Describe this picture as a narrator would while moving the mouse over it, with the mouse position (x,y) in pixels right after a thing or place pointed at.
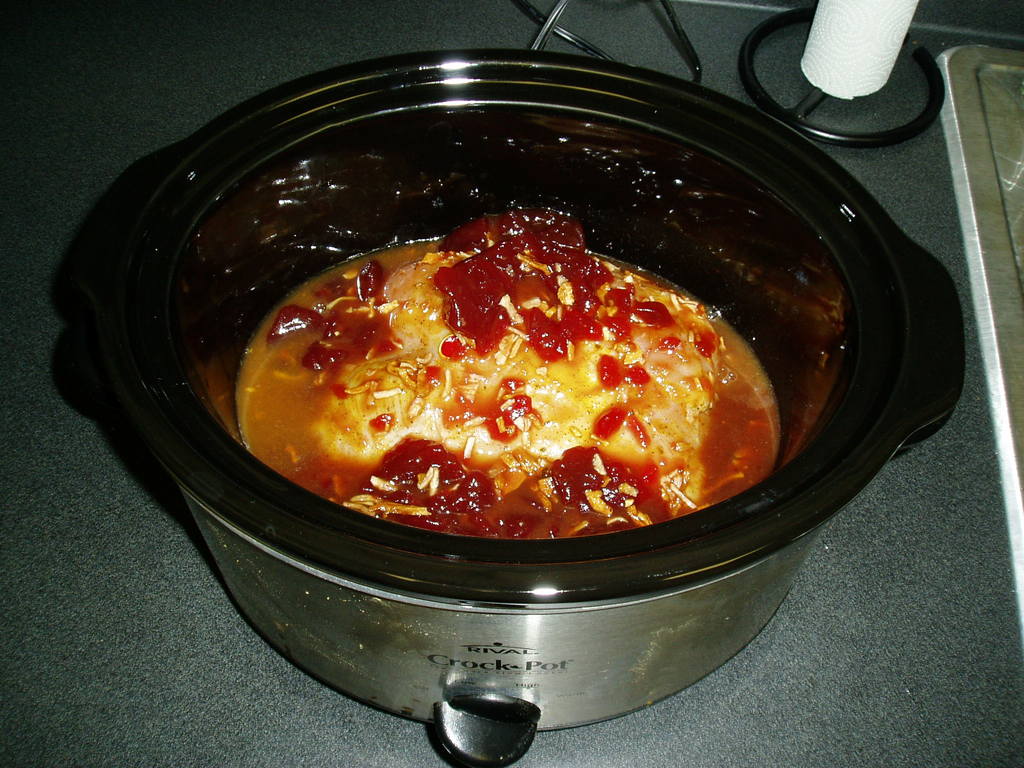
Here I can see a bowl (211,345) which consists of some food item (356,340). At the top (561,32) there are some other objects (545,23).
